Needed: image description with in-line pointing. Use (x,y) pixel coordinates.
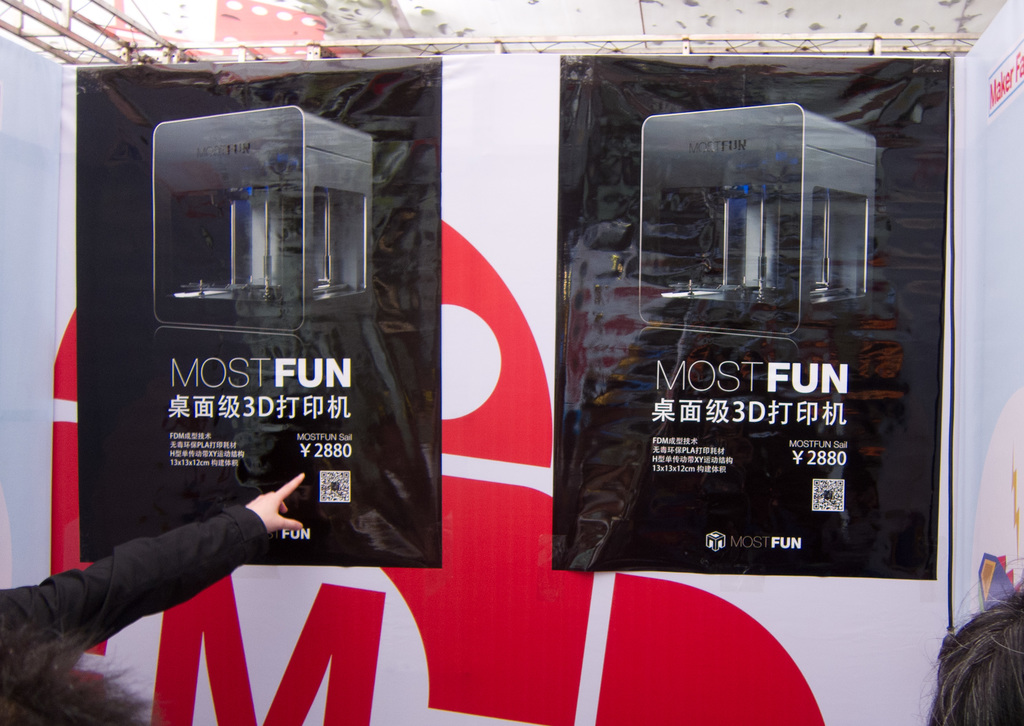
In this image I can see few black colour posters (402,288) and on these posters (422,259) I can see something is written. Here I can see a hand (283,501) of a person (63,628) and I can also see white colour boards (925,661) in background (814,616).
